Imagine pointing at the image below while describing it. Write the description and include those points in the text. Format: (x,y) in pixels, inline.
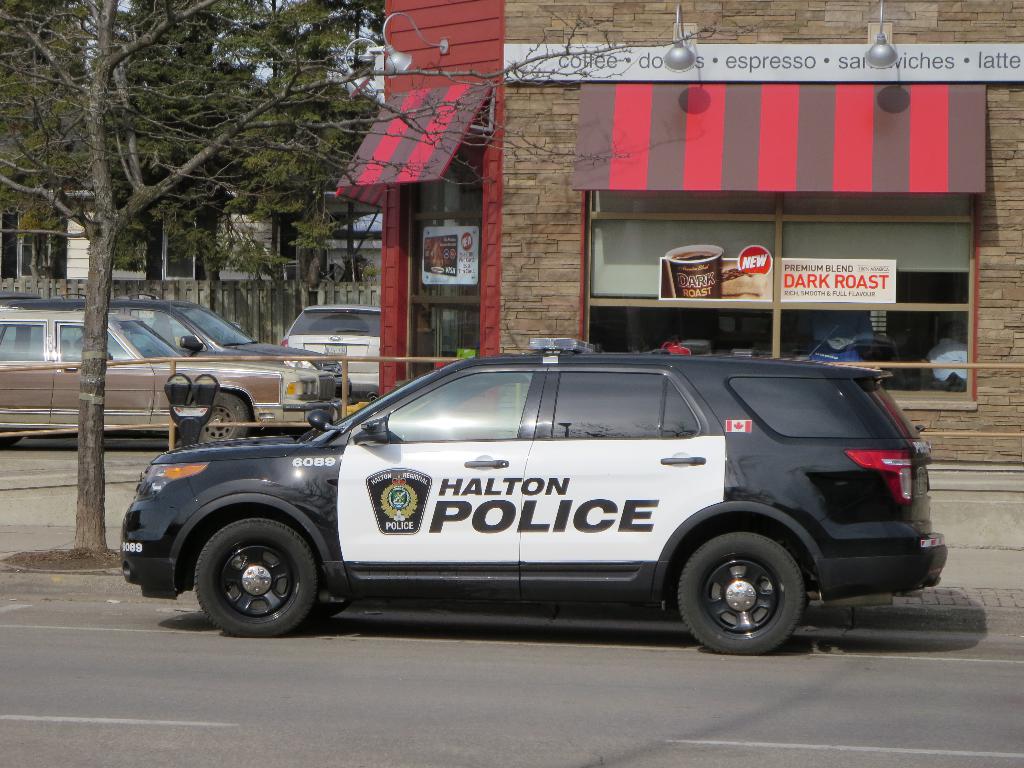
In this image we can see many vehicles (461,532). On the vehicle (495,531) something is written. In the back (564,175) there is a building (550,145) with names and windows (601,261). Also there is a railing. And there are many trees (184,155). In the background (170,251) there is another building (233,237).
